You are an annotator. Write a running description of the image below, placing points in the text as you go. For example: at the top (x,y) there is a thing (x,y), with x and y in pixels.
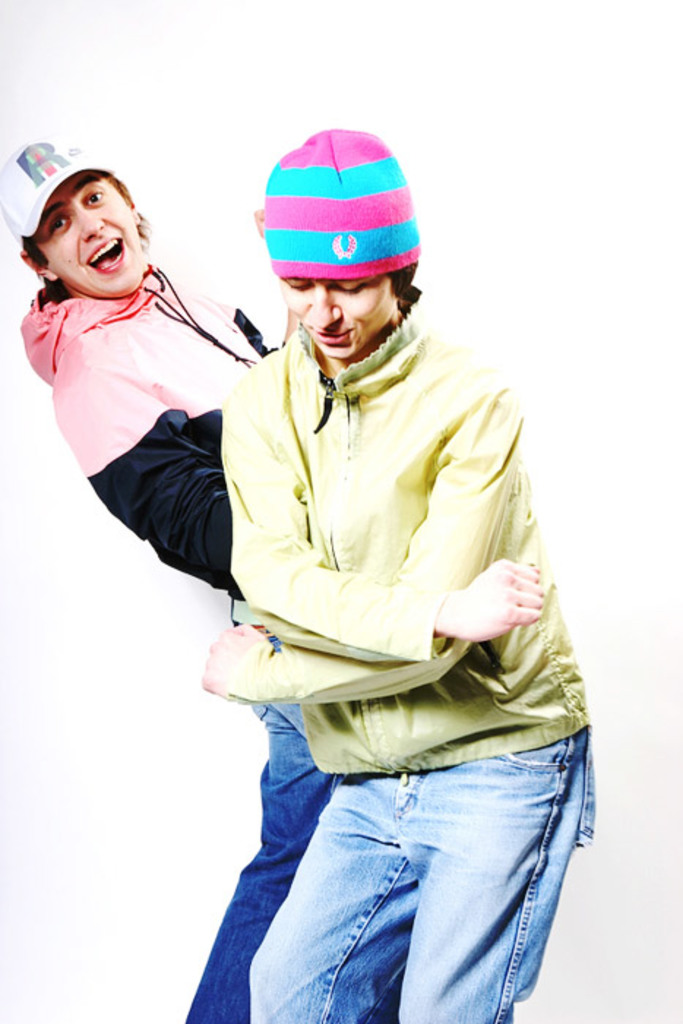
In this image there are two persons (262,503) one behind the other. There is a person (162,297) in the background (128,335) who is laughing has a white colour cap (50,168). The person (342,477) in the front (342,438) has a pink and blue shade cap (316,213).
